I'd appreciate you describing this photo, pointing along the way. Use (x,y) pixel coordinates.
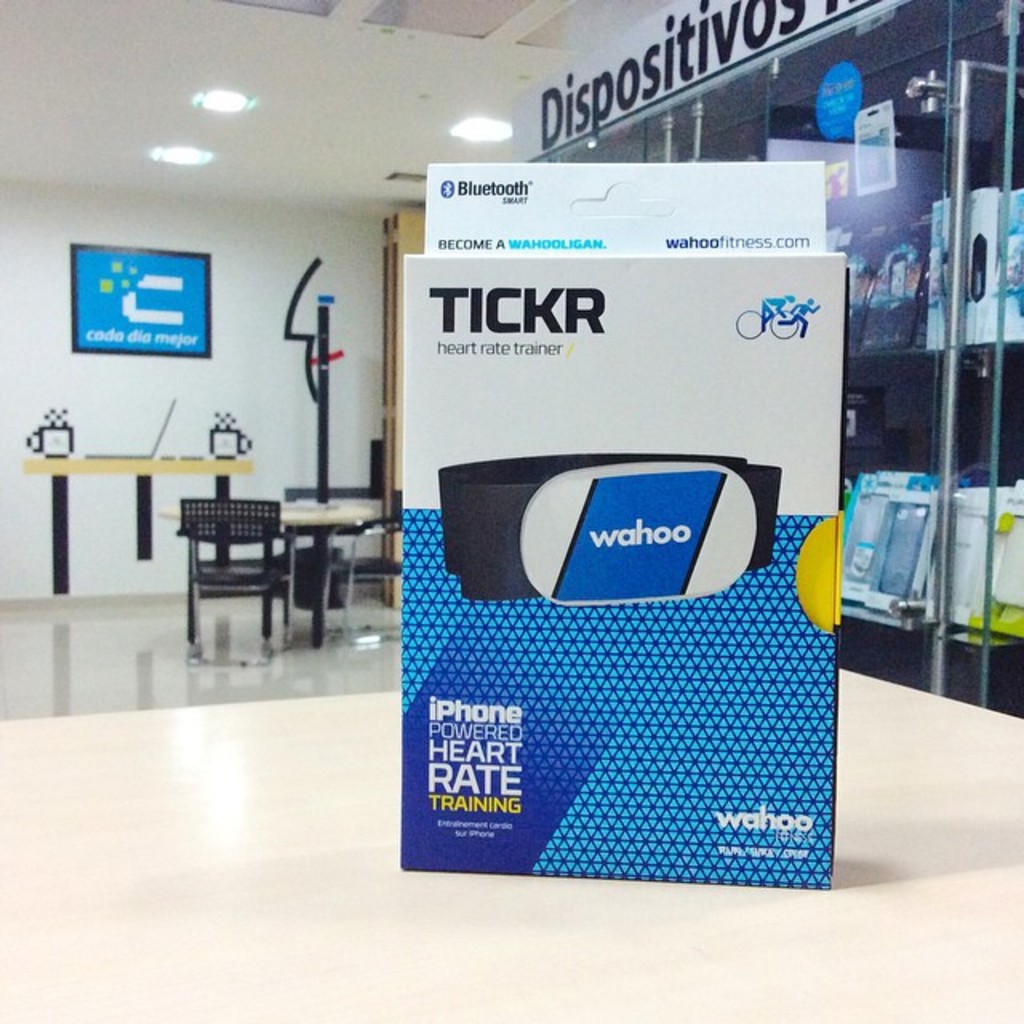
In this image, we can see some chairs (195,513), tables (20,787) with some objects (560,817). We can see some posters (521,106) with text (732,247) and images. We can see the wall (249,304) with some objects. We can see some glass (953,41). We can see some shelves (929,367) with objects (887,259). We can see some text (558,99).
